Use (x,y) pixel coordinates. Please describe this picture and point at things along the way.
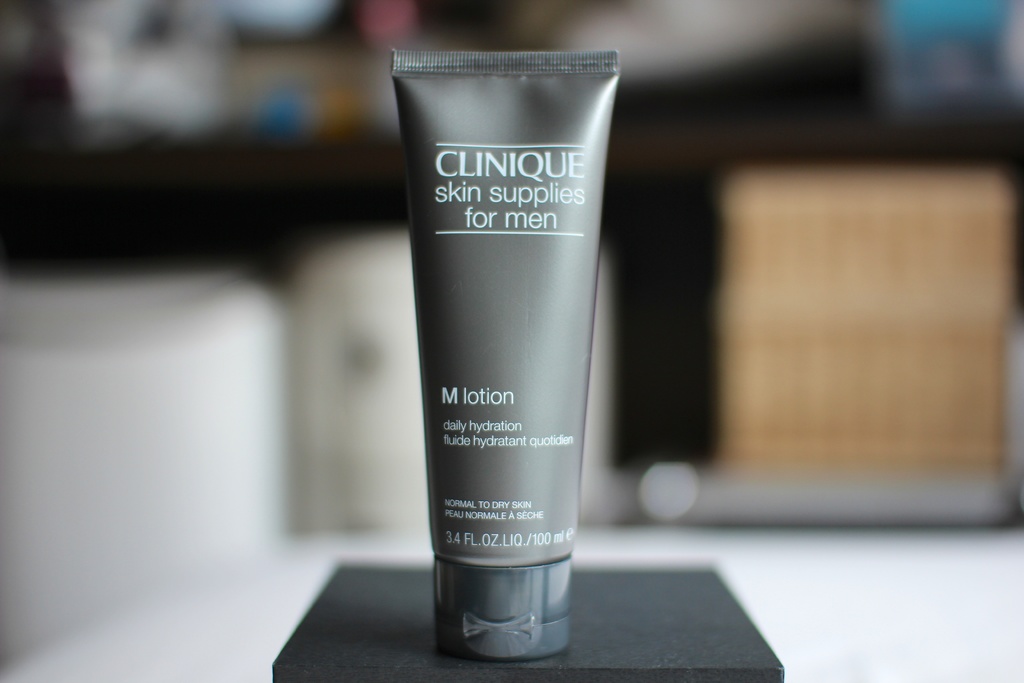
In this image we can see a lotion (501,268) which is on table (590,664) which is for men.
